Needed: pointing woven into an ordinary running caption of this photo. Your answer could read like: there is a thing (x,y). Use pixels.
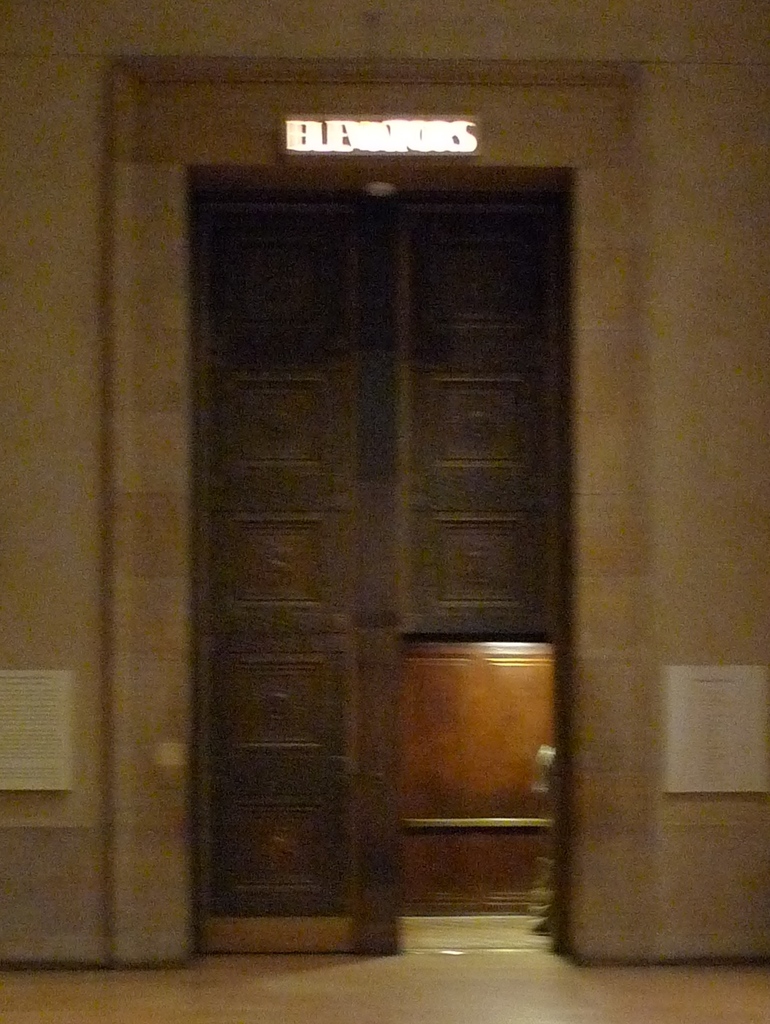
In this picture there is a door (457,530) in the center of the image (471,379).
